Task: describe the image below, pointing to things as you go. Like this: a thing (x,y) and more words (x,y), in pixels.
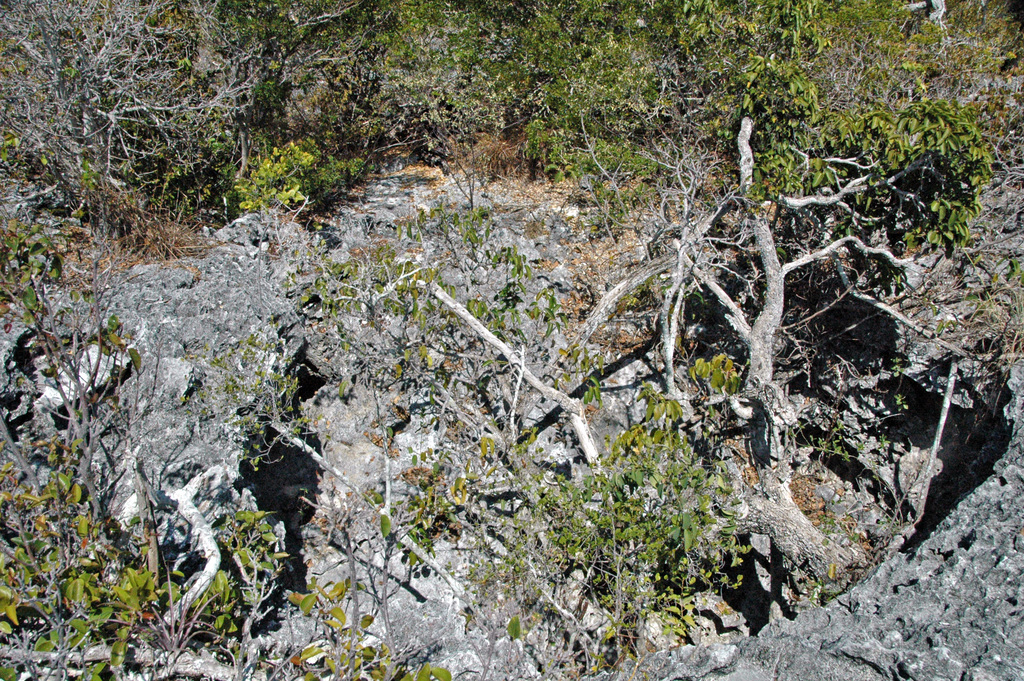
In this image in the front (325,517) there are plants (553,503) and in the background (600,121) there are trees (246,150).
